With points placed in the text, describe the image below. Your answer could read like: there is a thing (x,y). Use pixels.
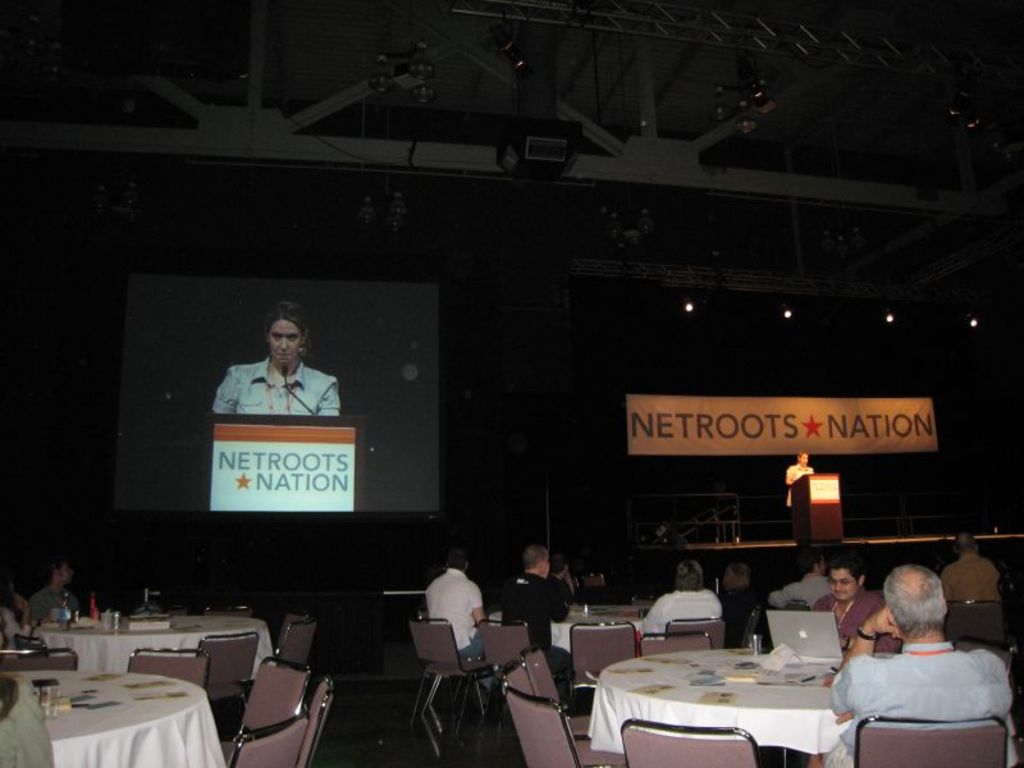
We can able to see persons (511,609) are sitting on a chair (501,652). In-front of this person's (547,651) there are tables (745,710), on this table (730,669) there are papers (698,676). Far on a stage (775,548) a person (794,489) is standing, in-front of this person (794,473) there is a podium (809,495). A screen (294,407) on wall (466,400). In this screen (343,341) a woman (301,350) is standing in-front of this podium (302,445). A banner (824,428). On top there are focusing lights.
